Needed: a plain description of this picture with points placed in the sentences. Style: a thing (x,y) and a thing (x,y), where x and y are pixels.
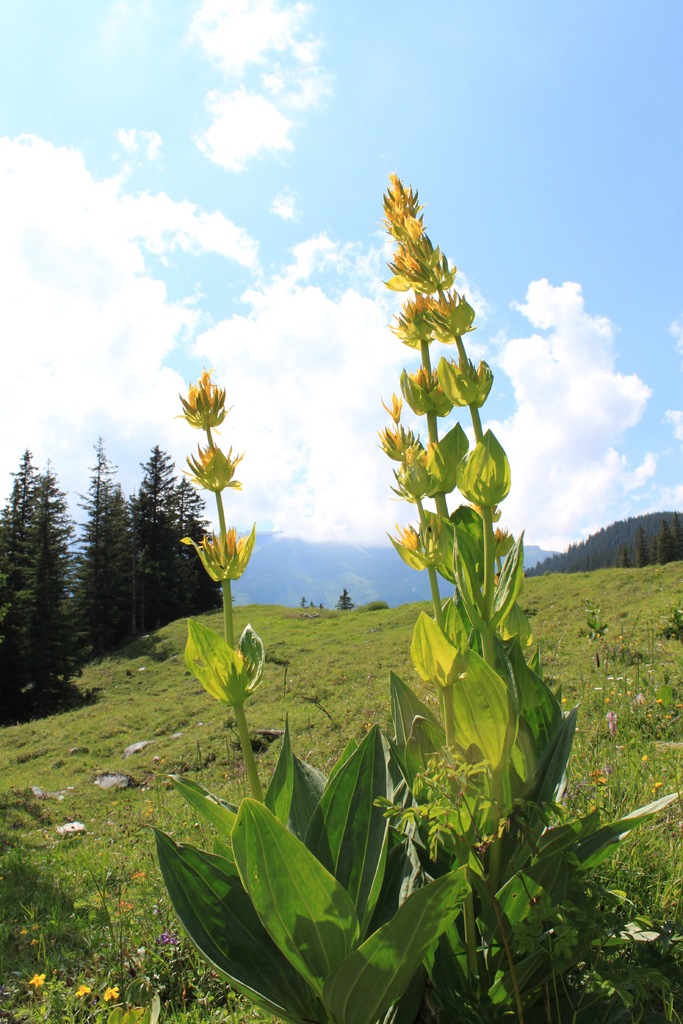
In the image I can see plants (411,835), the grass (98,853) and trees (115,523). In the background (405,588) I can see hills (415,594) and the sky (372,416).
